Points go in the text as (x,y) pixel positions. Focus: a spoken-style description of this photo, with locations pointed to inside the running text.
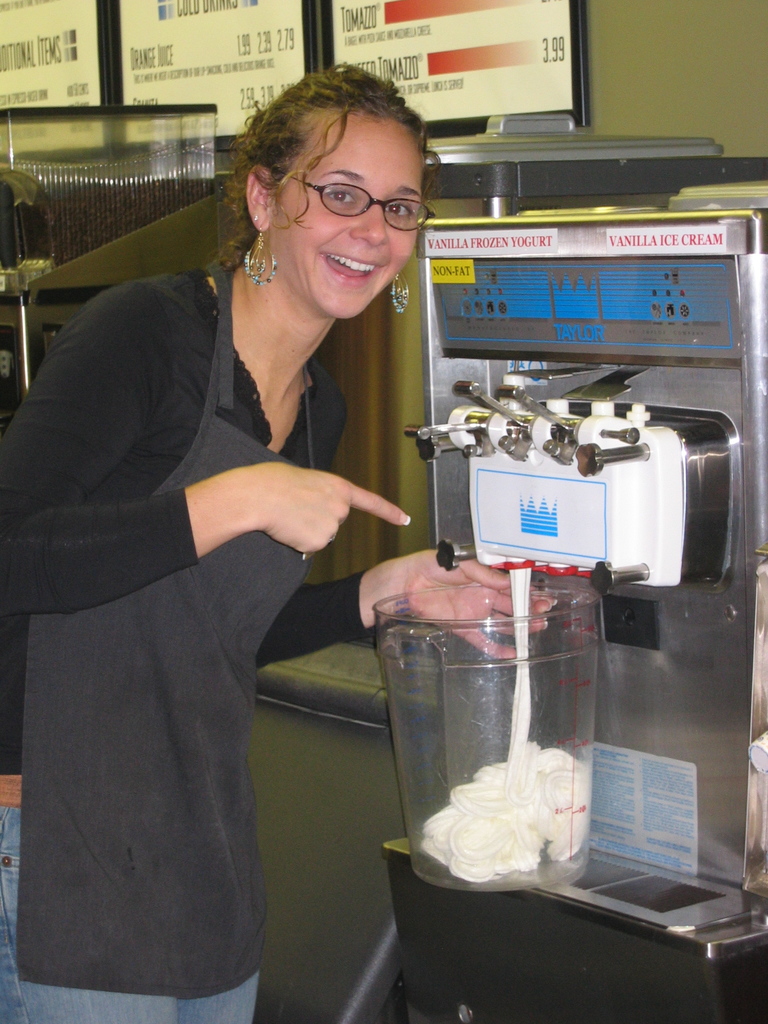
In the picture I can see a woman (192,354) wearing black dress (148,479) is standing in the left corner (128,739) and there is a machine (631,634) in the right corner (730,424) and there are few photo frames (277,52) attached to the wall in the background (276,48).
